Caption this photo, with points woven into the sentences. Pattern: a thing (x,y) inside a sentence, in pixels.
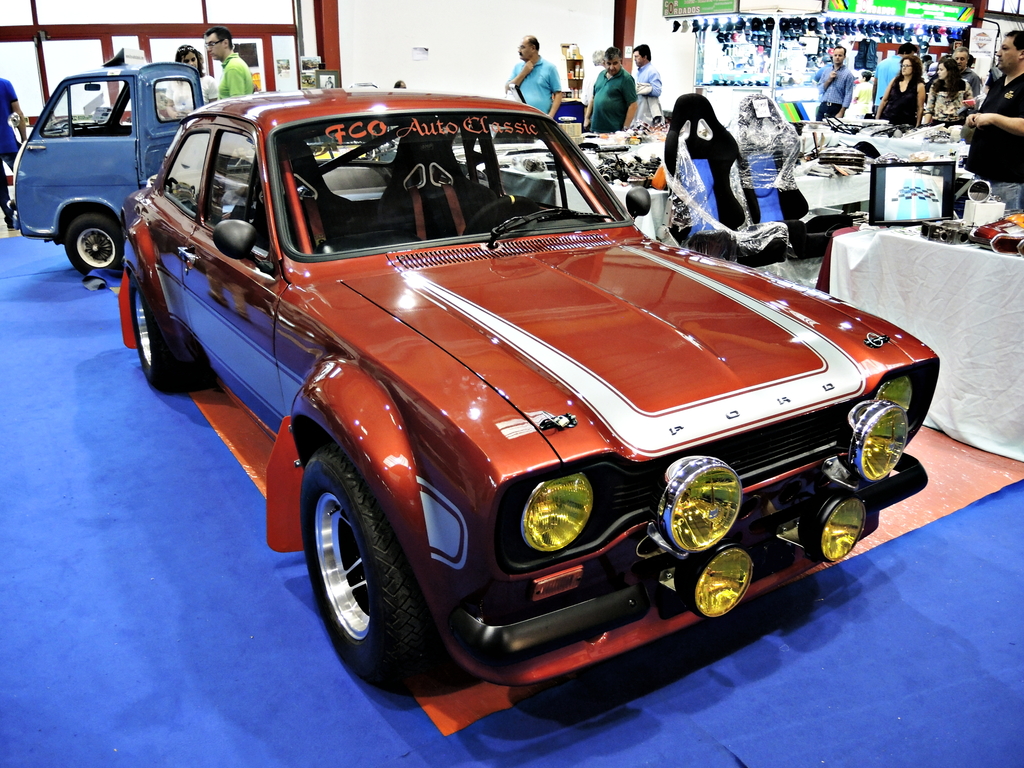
This image consists of a car (242,286) and a truck (96,213). The car (406,488) is in red color. At the bottom (171,691), there is a floor mat (606,674) in blue color. On the right (910,123), there are few persons (1007,158). And there are tables (957,252) on which many things (920,211) are kept. In the background (773,7), we can see a stall (867,38).
